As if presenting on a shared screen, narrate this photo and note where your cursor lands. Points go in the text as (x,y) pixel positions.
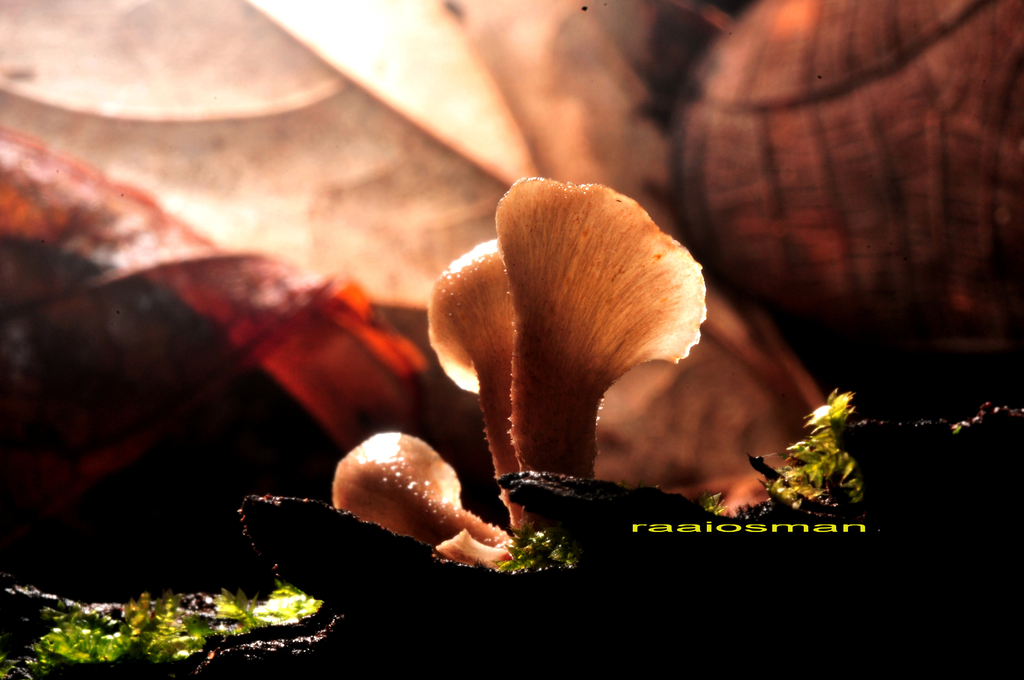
In this picture I can see mushrooms (547,328) and I can see leaves (736,505) and I can see text (801,531) at the bottom of the picture (815,532) and I can see blurry background (553,163).
